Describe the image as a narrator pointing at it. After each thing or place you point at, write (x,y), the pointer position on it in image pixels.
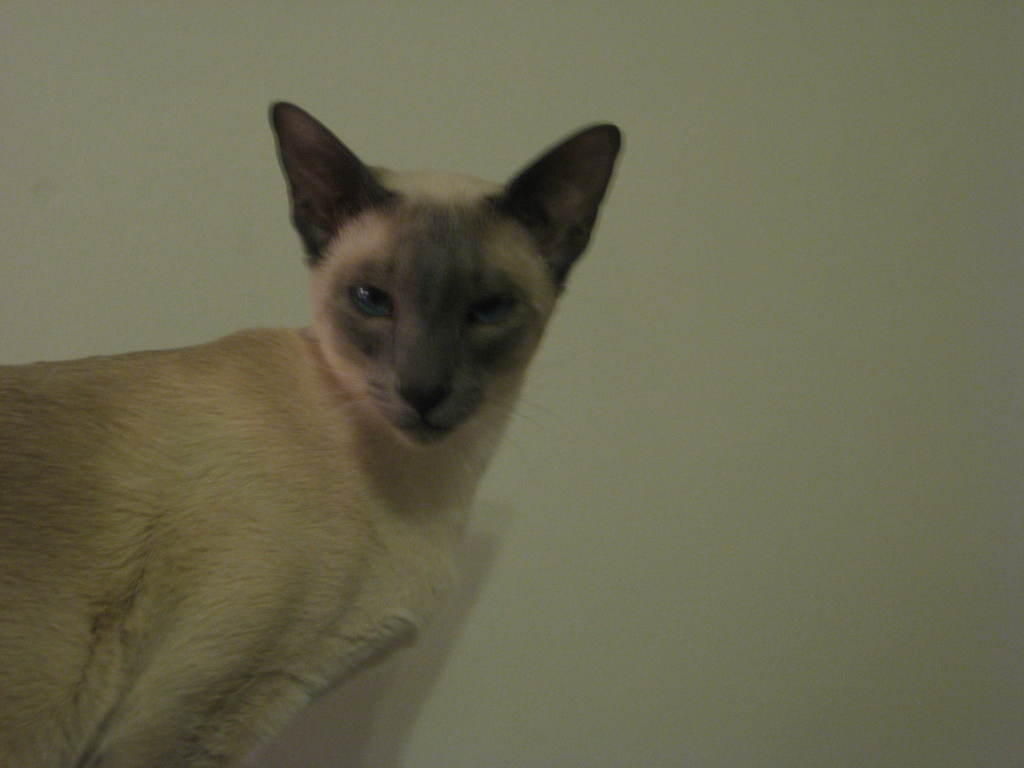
On the left side of the picture (123,478) it is cat (328,354). In the background (141,236) it is wall (694,290) painted white.
